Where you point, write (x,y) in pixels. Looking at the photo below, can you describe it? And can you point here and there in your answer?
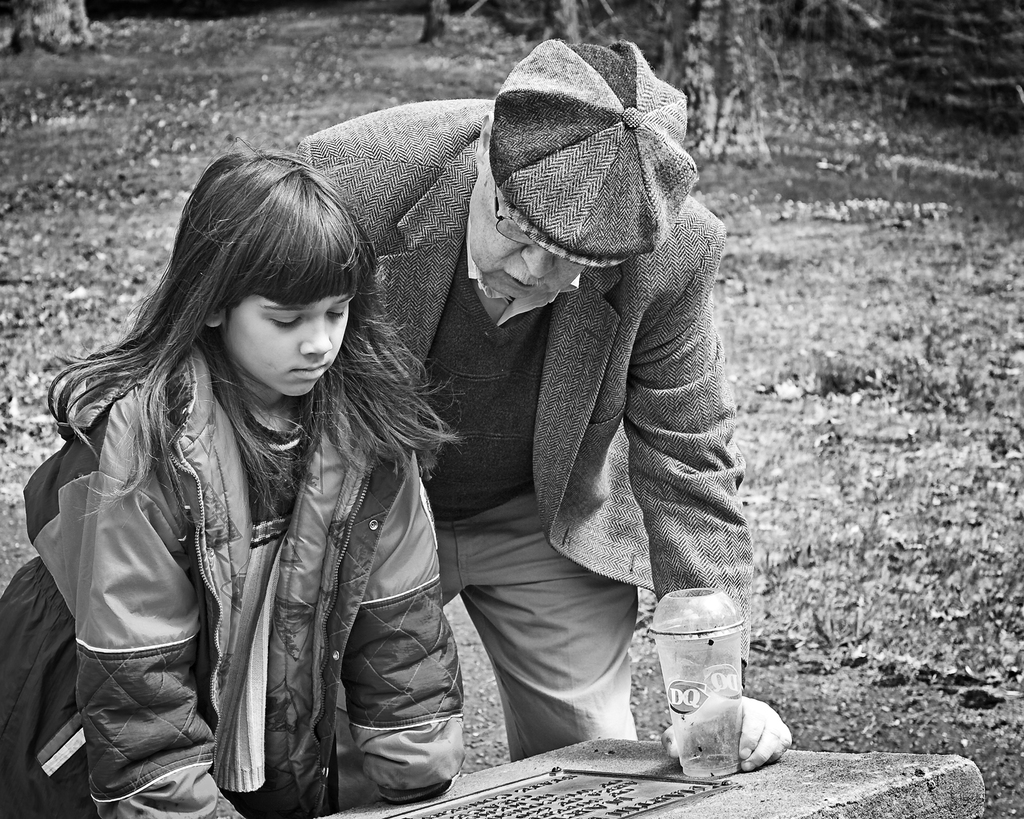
This picture is clicked outside. In the foreground (666,658) there is a glass (679,636) placed on a cement object (838,780) and we can see the text (607,796) on the object (613,765). On the left (219,426) there is a girl (344,282) wearing a jacket (148,570) and a backpack (48,663) and standing on the ground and we can see a man (607,202) wearing blazer (597,340), holding a glass (681,741) and standing on the ground (857,119). In the background (886,106) we can see the ground (169,91) and some other objects (62,43).
